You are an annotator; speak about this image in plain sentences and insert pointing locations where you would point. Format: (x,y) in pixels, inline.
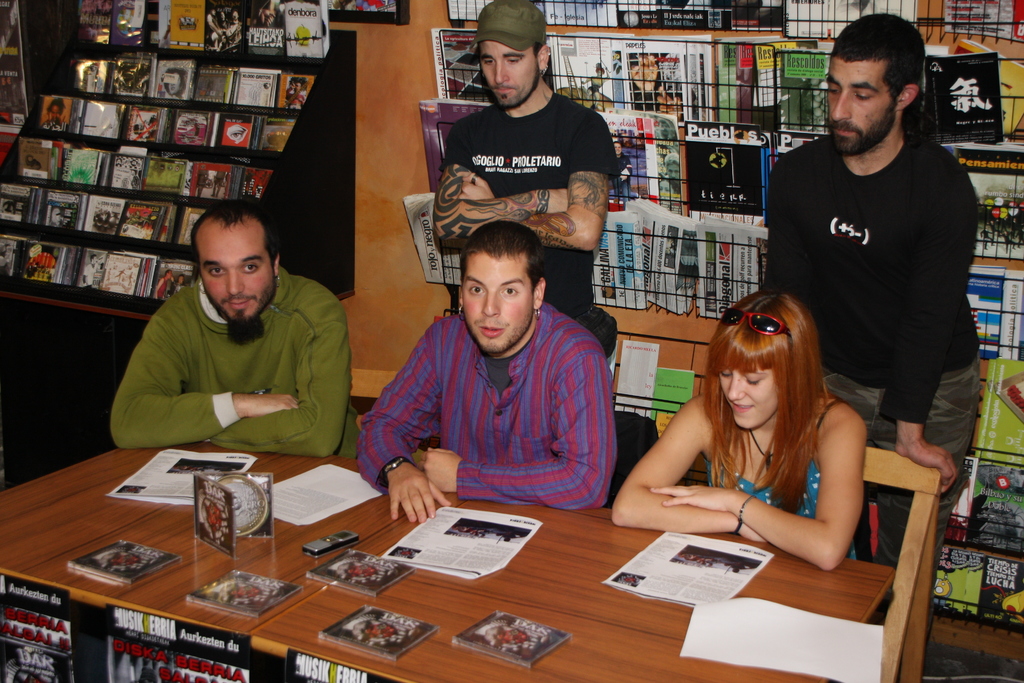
In this image we can see persons (556,180) of them some are sitting on the chairs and some are standing behind them. Before the persons (193,355) a table (387,547) is placed and on that papers (281,496), CDs (227,538) and a mobile phone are present. Behind the persons (255,420) we can see books (639,99) arranged in rows.
